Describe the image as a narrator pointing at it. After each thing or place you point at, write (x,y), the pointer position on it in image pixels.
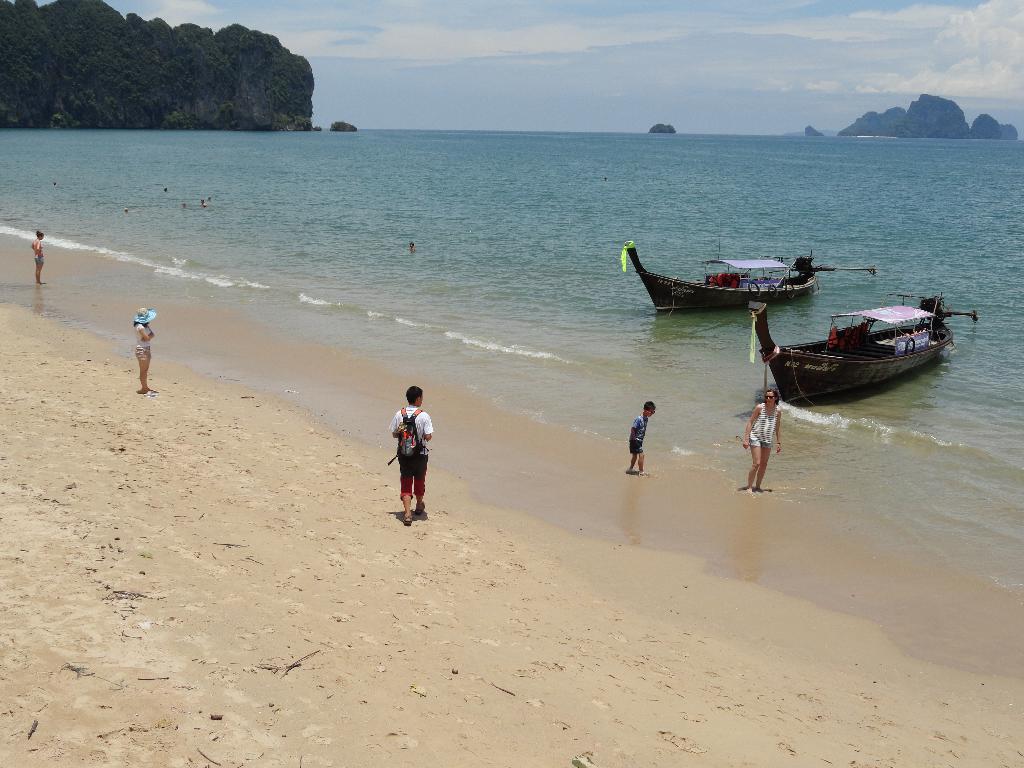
In this image two boats (884,336) are in water (851,302). Few persons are in water (680,193) having tides (534,359). On land (651,582) there are few persons (407,515) standing on the land (427,549). A person (406,478) wearing a white shirt (422,421) is carrying a bag (404,425). A person (137,359) is wearing a cap (144,317). Top of image (522,75) there are few hills (20,91) and sky (565,62).
